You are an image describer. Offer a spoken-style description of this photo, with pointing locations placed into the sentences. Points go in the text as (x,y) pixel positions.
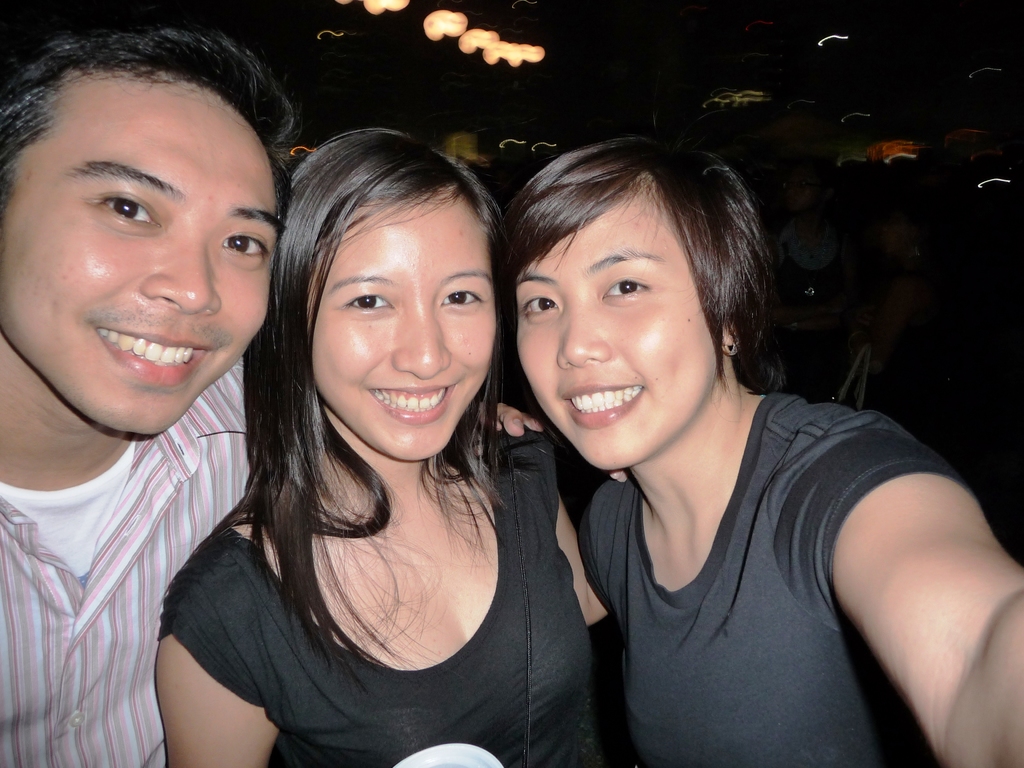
In this picture we can see a man (210,509) and two women (437,587) are smiling in the front (385,577), there is a dark background (692,1).
